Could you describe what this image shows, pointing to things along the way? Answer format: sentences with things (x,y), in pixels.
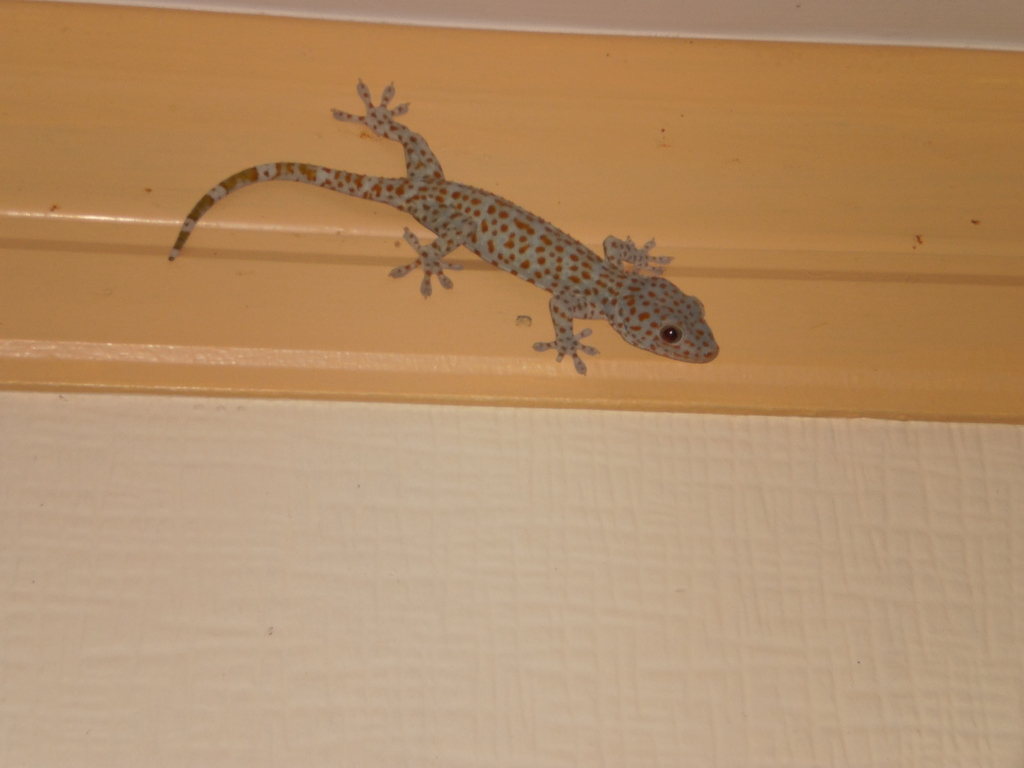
In this image I can see a lizard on the wall (128,143).
